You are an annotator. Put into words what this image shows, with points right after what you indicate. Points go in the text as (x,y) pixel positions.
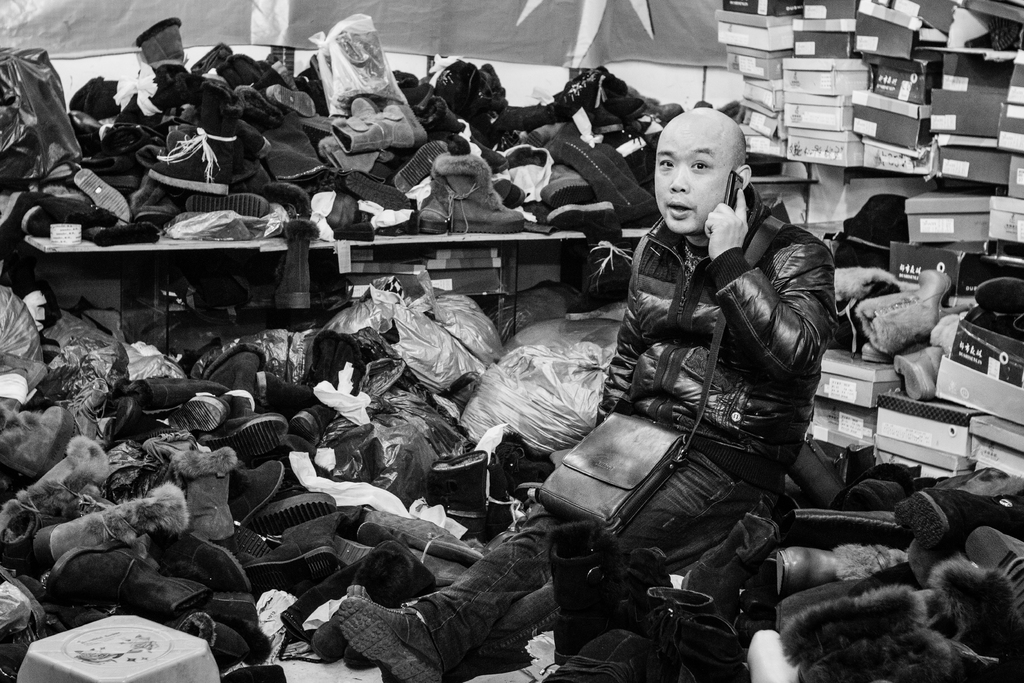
In the center of the image (655,247) a man (727,322) is sitting and holding a mobile (737,184) and wearing a bag (574,462). In the background of the image (114,215) we can see shoes (293,203), table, boxes (872,147) are present.
